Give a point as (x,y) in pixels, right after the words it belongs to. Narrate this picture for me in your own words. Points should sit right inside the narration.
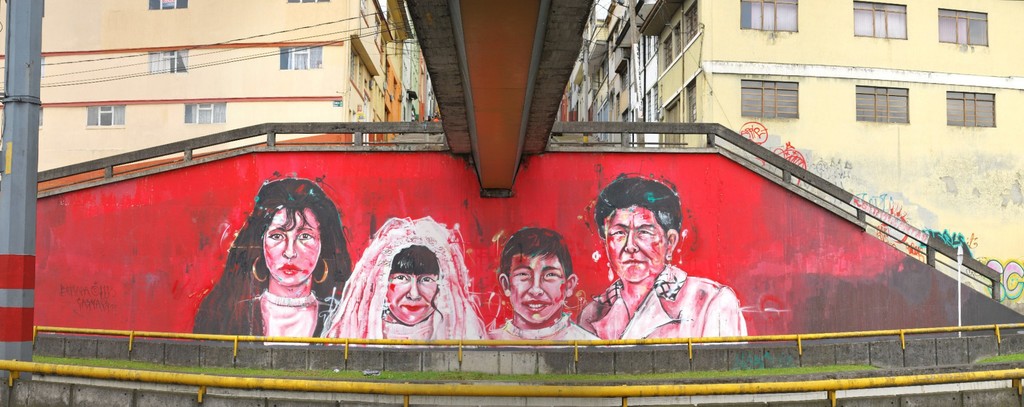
In the center of the image (522,195), we can see a bridge (490,96) and we can see graffiti (382,231) on the wall (606,267). In the background (750,132), there are buildings (741,68) and we can see poles (638,64) along with wires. At the bottom (395,342), there are rods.
